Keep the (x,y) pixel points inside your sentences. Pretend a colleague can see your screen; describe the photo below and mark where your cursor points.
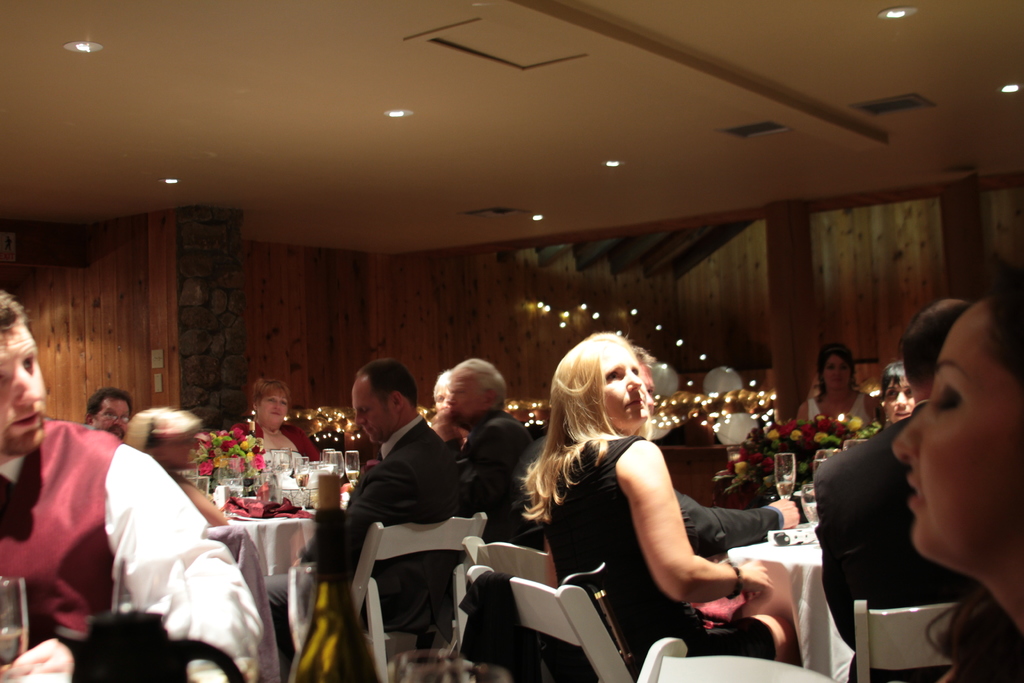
This picture is clicked inside. In the center (621,399) we can see the group of people (707,510) sitting on the white color chairs (584,621) and there are some tables (811,560) on the top of which glasses (350,474), flower vases (736,501) and many other objects (269,517) are placed. In the background (145,113) we can see the decoration lights (654,324), roof (122,116) and ceiling lights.
